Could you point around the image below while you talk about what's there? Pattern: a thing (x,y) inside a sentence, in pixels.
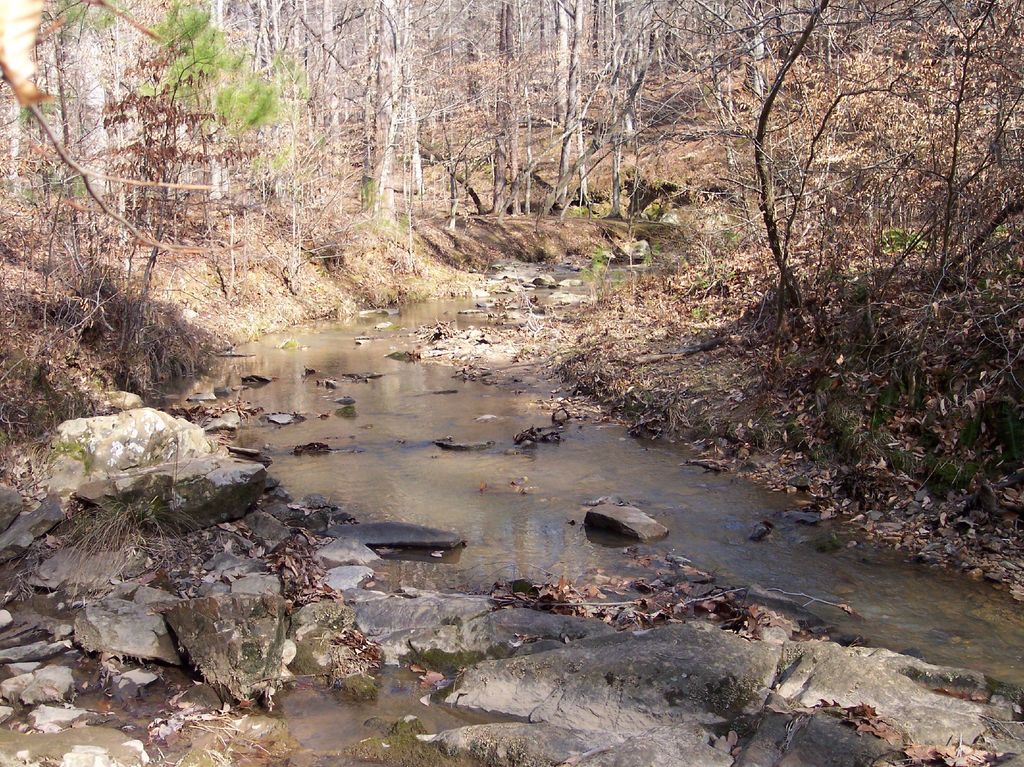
This looks like a canal (421,452) with the water (438,402) flowing. These are the rocks (356,542). I can see the trees (585,125).
